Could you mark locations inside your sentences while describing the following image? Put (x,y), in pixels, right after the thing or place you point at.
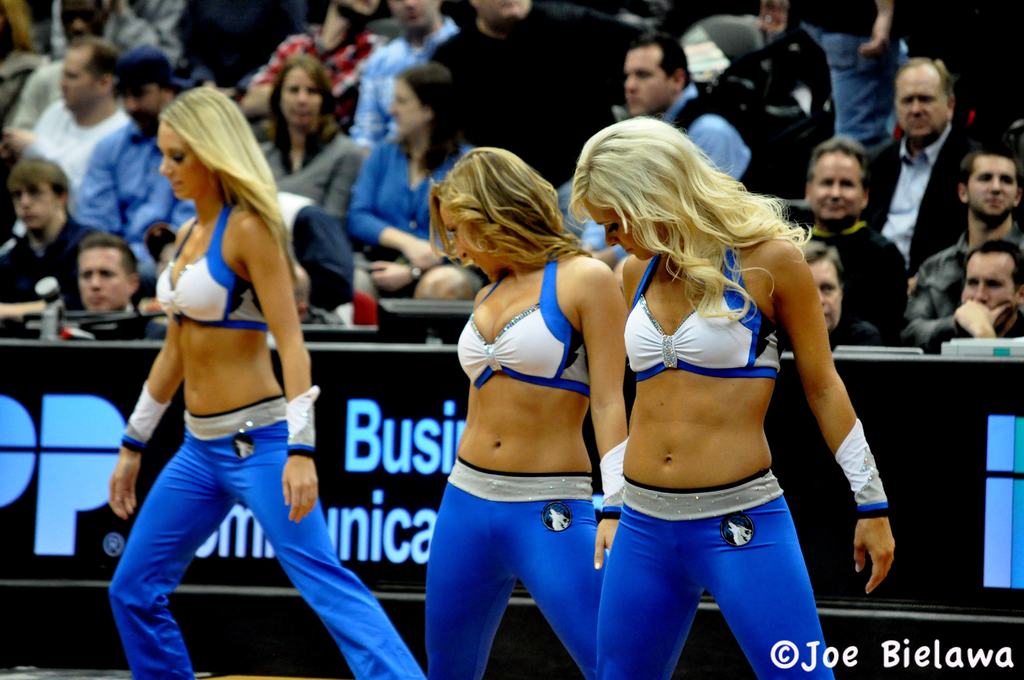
In this picture, we see three women (622,514) in the same costume (343,574) are standing. I think they are dancing. Behind them, we see a black color board (6,420) with some text (404,464) written on it. Behind that, we see a table (27,337) on which a laptop (407,328) and the books (889,348) are placed. Behind that, we see the people (477,64) are sitting on the chairs (374,321). This picture might be clicked in the indoor stadium (758,106).
